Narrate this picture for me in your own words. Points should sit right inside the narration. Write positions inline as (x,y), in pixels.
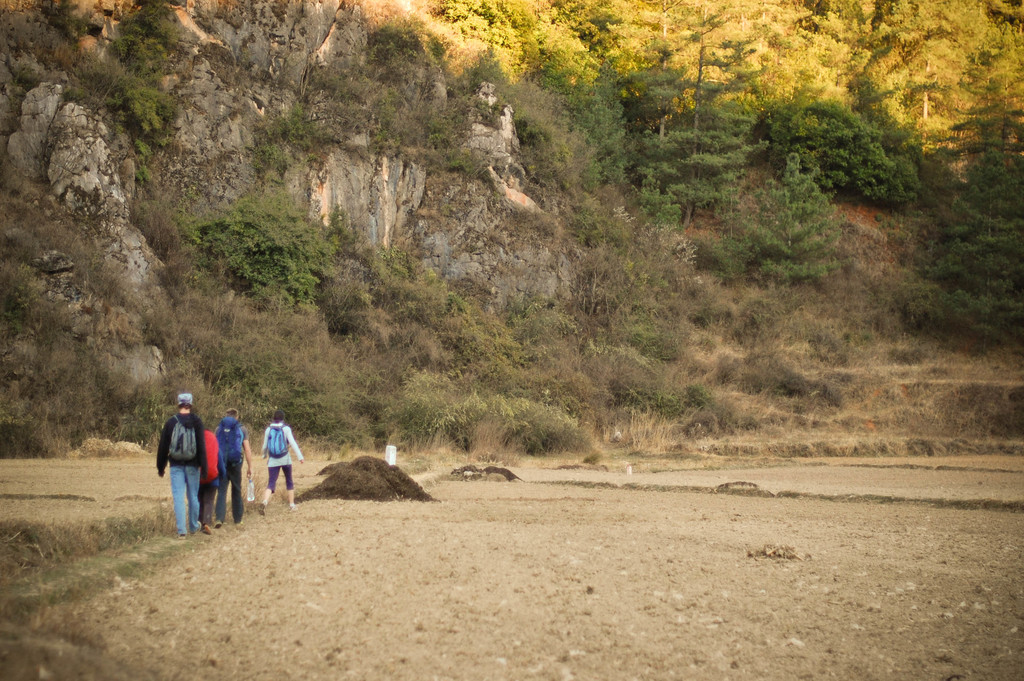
Here we can see four. Background (786,286) there are trees (905,181) and plants (659,389).
